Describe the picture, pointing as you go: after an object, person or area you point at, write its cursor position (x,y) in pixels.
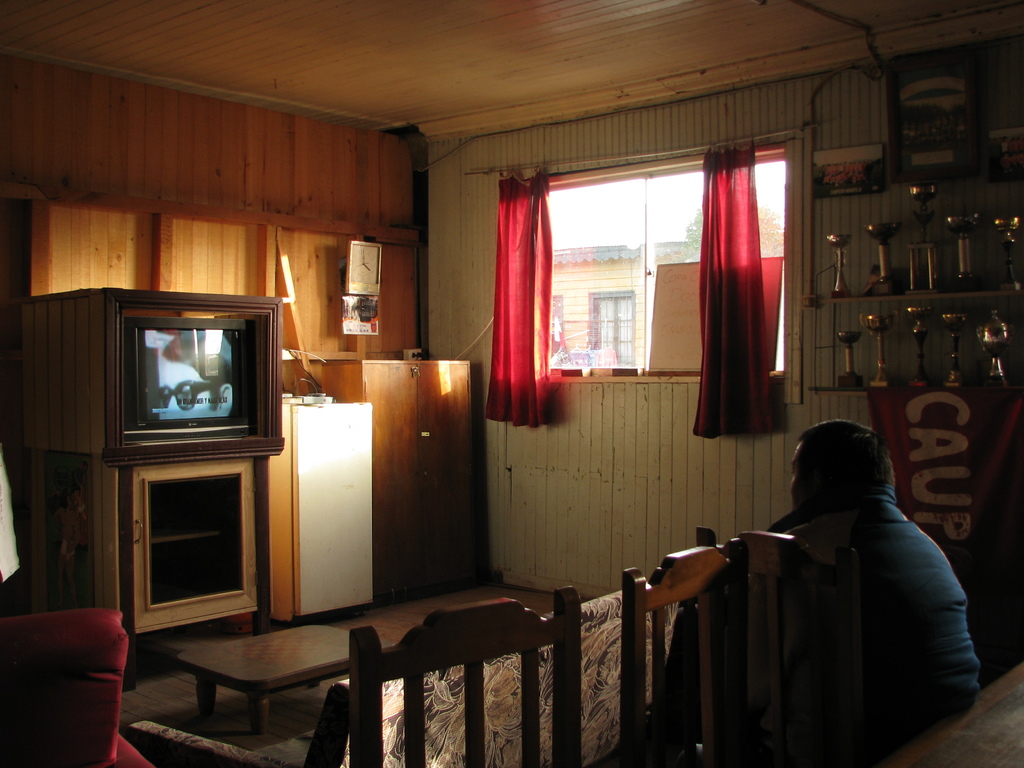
In this image there is a person (874,448) sitting, there are chairs (843,565), couch (600,680), tables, television (162,437) on the cupboard (264,449), refrigerator (344,525), trophies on the racks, window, curtains (737,331), clock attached to the wooden wall (390,236), and in the background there is a house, tree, sky (662,194).
